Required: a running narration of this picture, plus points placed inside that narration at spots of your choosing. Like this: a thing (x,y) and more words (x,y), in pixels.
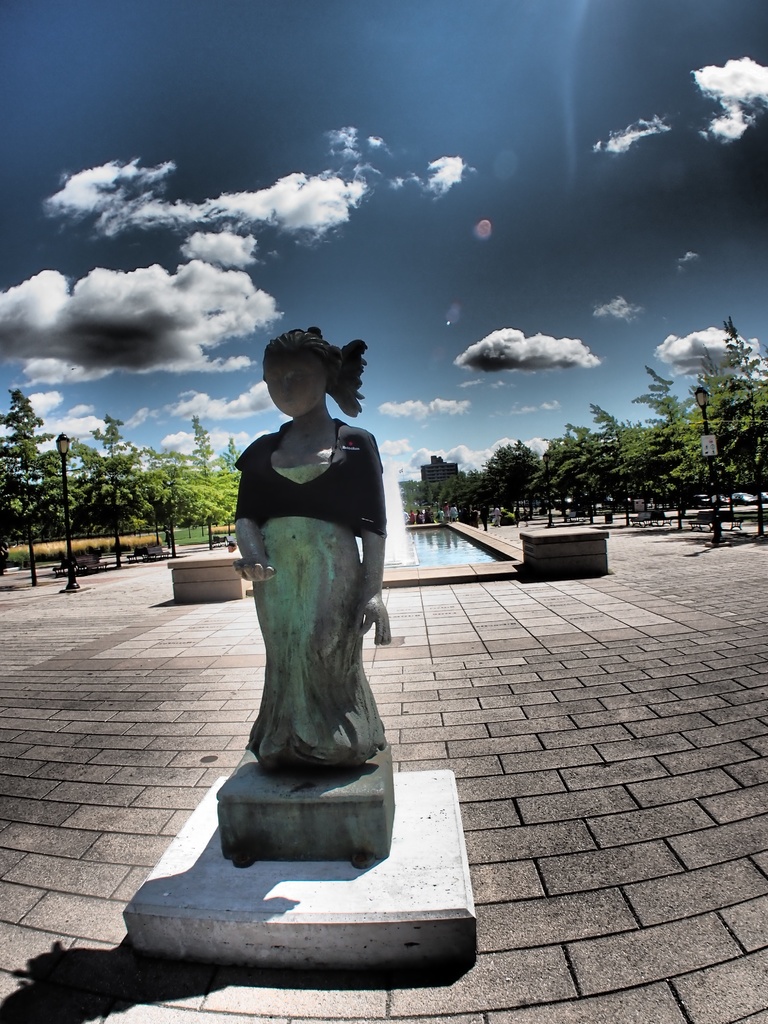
In the picture we can see a sculpture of a woman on the path (543,926) of a stone (586,913) in the background (502,572), we can see a pool (481,549) with water (450,562) and besides to it we can see trees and sky (208,354) with clouds (208,354).
